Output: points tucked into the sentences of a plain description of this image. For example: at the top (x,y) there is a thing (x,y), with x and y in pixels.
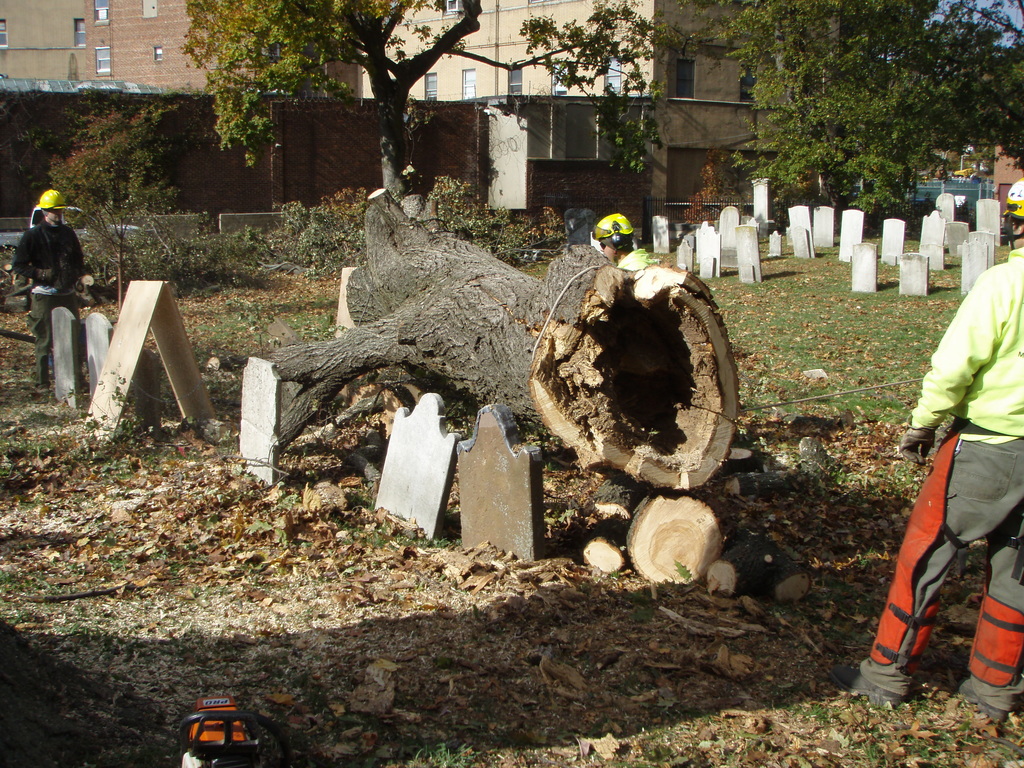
This is the picture of a place where we have some cemeteries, tree trunk (443,306) and around there are some trees (140,179) and some other people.
